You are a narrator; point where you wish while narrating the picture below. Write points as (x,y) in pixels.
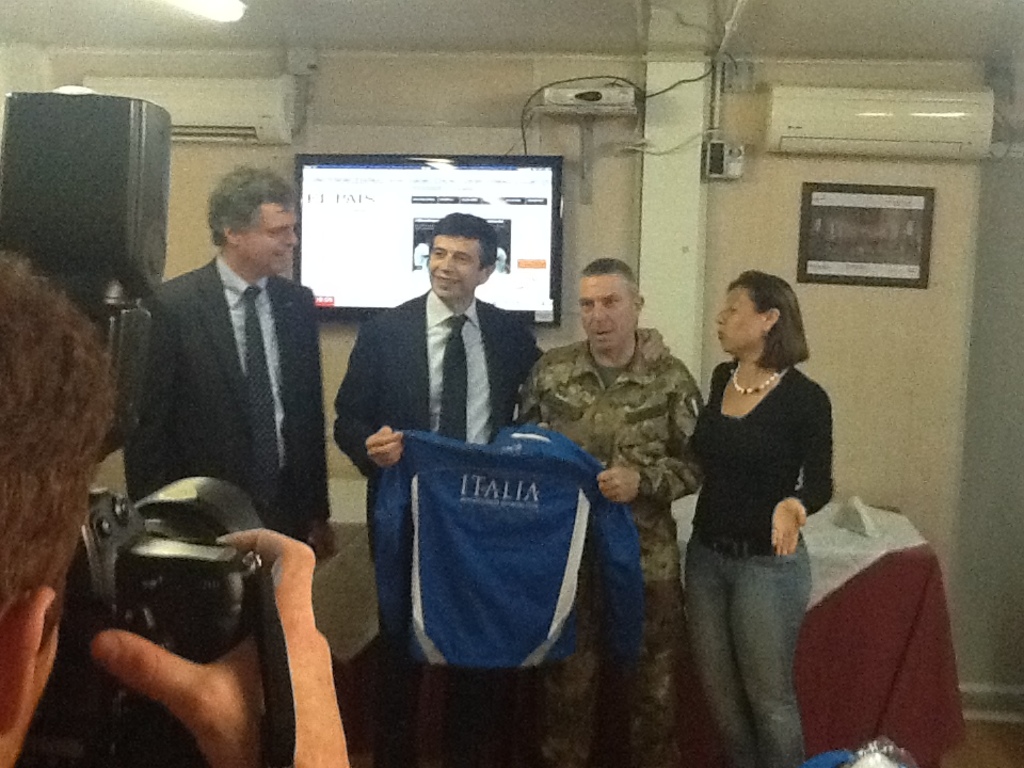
As we can see in the image there is a wall (724,243), photo frames (852,268), air conditioner (891,128), television (518,183) and few people (446,392) standing over here. The man (3,480) on the left side (25,580) is holding a camera (198,612).
